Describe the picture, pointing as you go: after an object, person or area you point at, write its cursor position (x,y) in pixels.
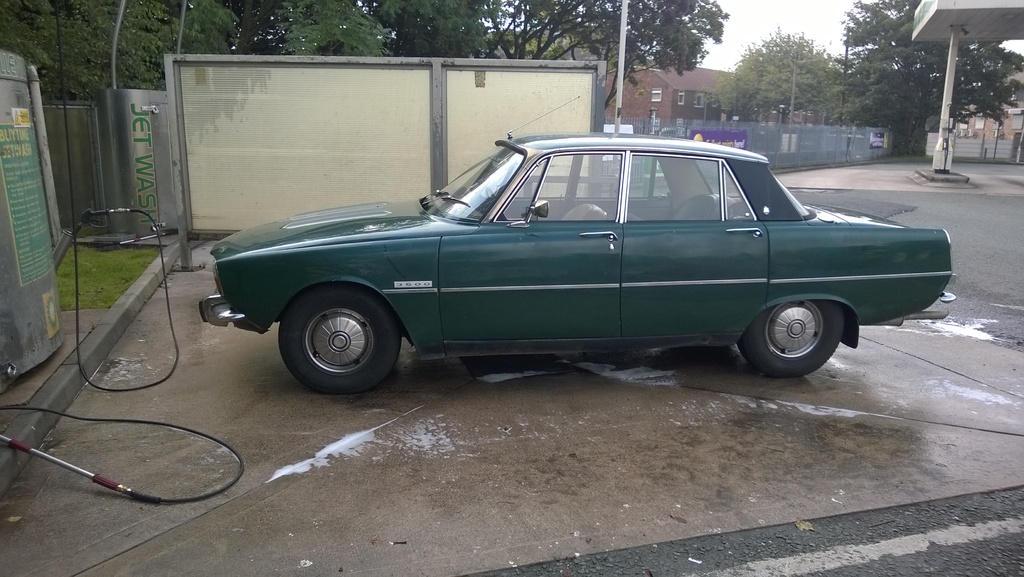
It is a car (700,245) in green color, on the left side (193,21) there are trees (165,18). In the middle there are houses (715,117) in this image.
